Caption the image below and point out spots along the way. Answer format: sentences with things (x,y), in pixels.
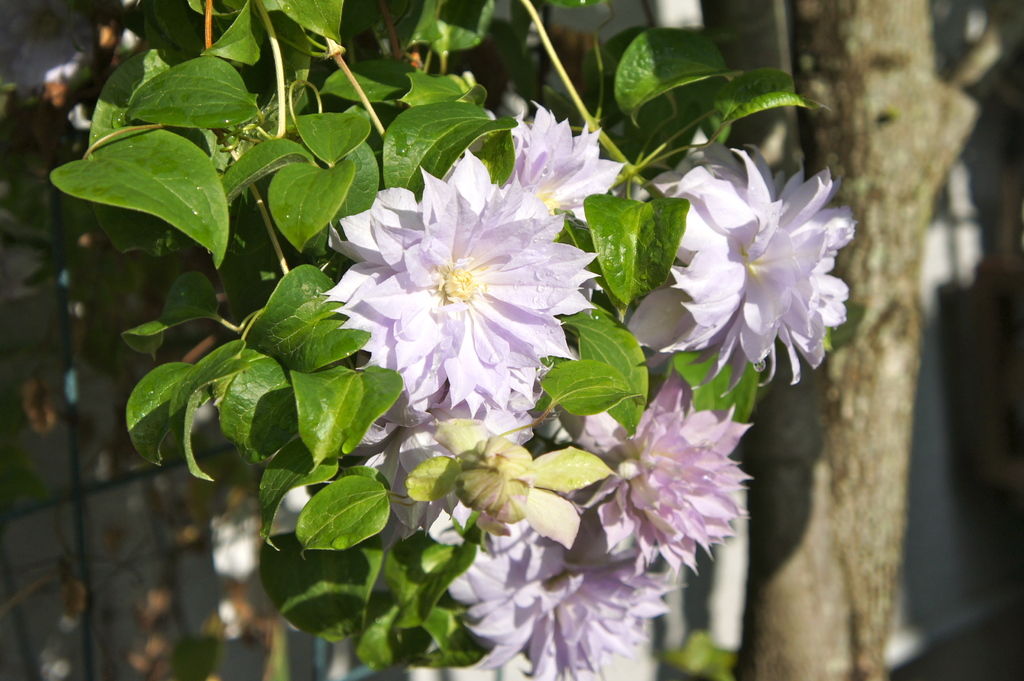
In the center of the image (470,324) there are flowers (495,333) and leaves (582,345). To the right side of the image (775,560) there is a tree trunk (873,381).
